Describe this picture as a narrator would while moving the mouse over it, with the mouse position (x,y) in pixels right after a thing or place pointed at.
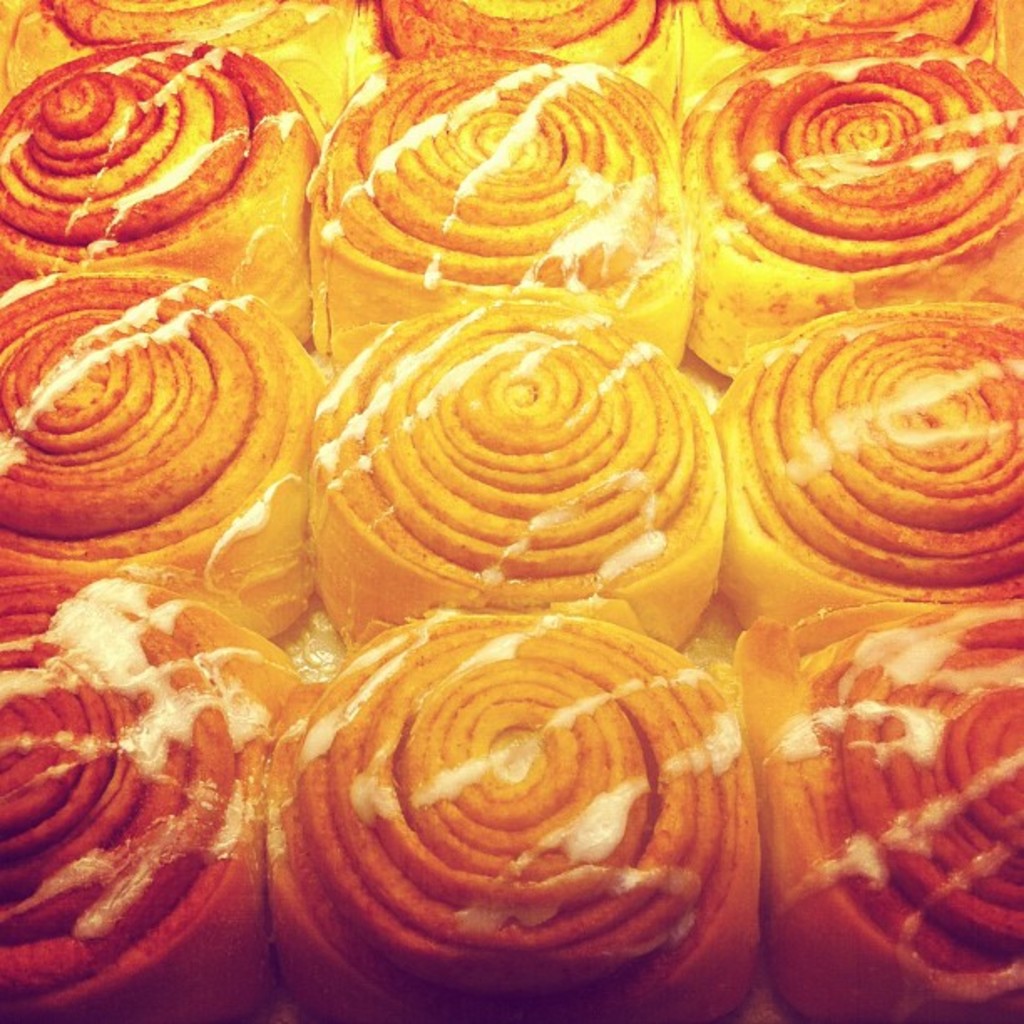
In this picture, we can see a few food items (486,558).
